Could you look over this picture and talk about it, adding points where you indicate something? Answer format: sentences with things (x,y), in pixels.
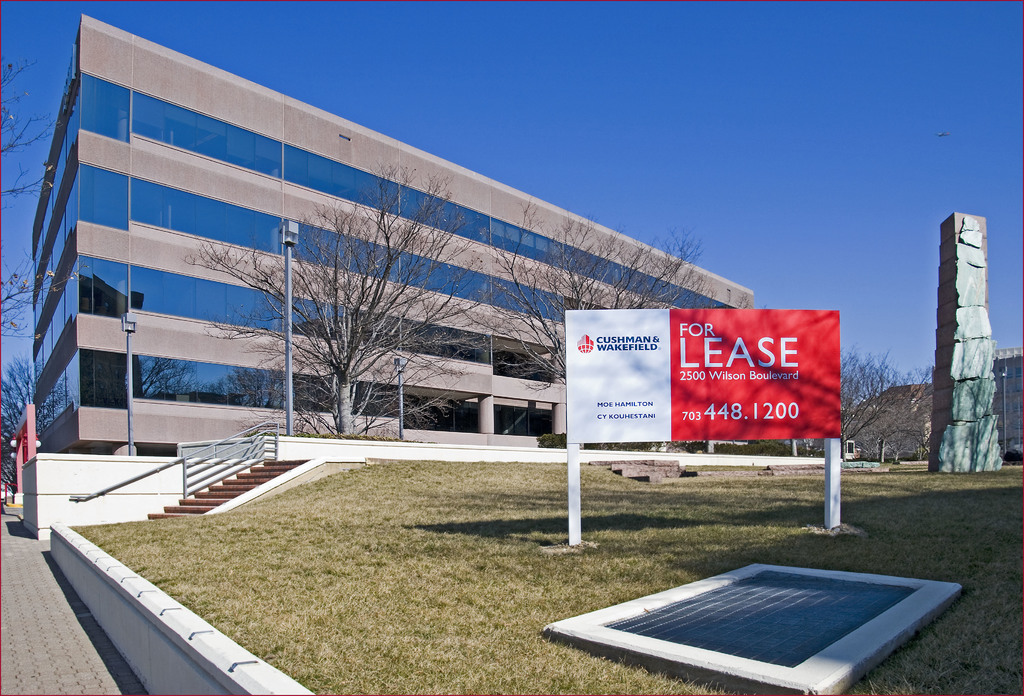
In this image, I can see a building (238,259) with the glass windows (92,377). In front of a building (379,348), I can see the trees (545,385), name board (785,429) on the grass (355,522), stairs (219,490) and light poles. On the right side of the image (941,462), this is a pillar (982,357). In the background (699,200), there is the sky (618,50).
